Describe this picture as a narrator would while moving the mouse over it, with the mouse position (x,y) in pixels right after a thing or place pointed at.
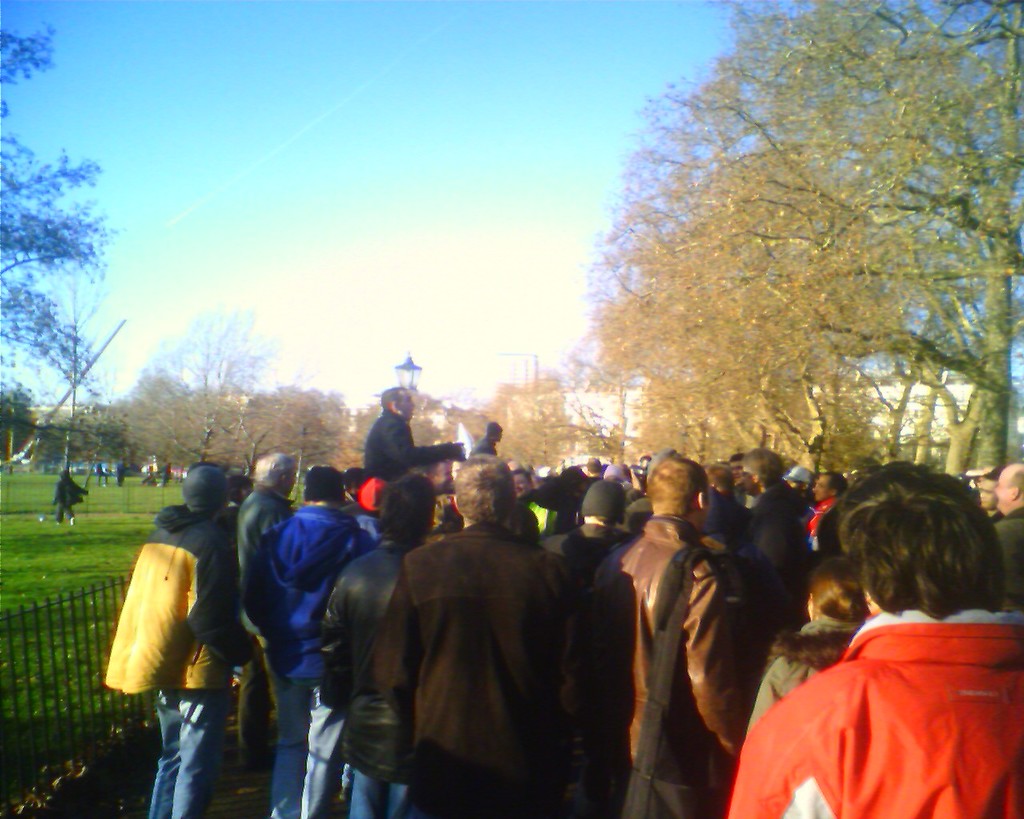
In this image there are many people (713,666) standing. Beside them there is a fencing (76,624). Behind the fencing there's grass (140,483) on the ground (138,518). There are a few people (70,489) standing on the ground (92,494). In the background (121,414) there are trees (833,409) and houses (966,396). At the top (449,177) there is the sky (430,173).
